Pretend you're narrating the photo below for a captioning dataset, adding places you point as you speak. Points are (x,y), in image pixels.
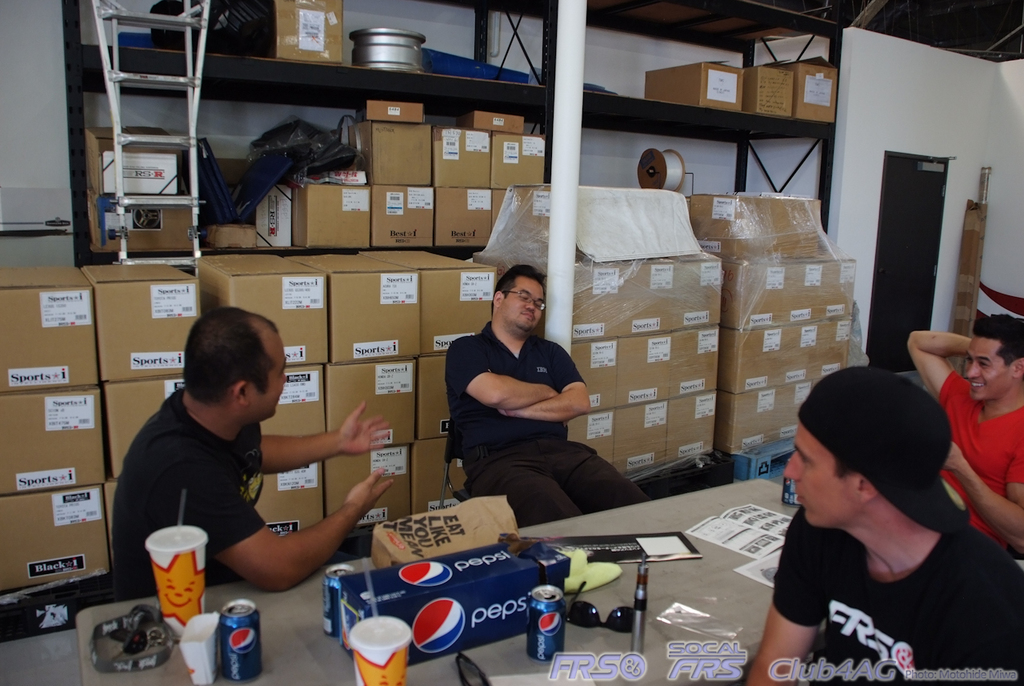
As we can see in the image, there are four people (549,383) sitting around table (434,669). On table (521,655) there is a tin (230,657), glass (387,658), goggles (596,620), box (532,582) and a book (683,548). Behind these two people (193,390) there are few boxes (423,205). On the right side (915,109) there is white color wall (916,112).
